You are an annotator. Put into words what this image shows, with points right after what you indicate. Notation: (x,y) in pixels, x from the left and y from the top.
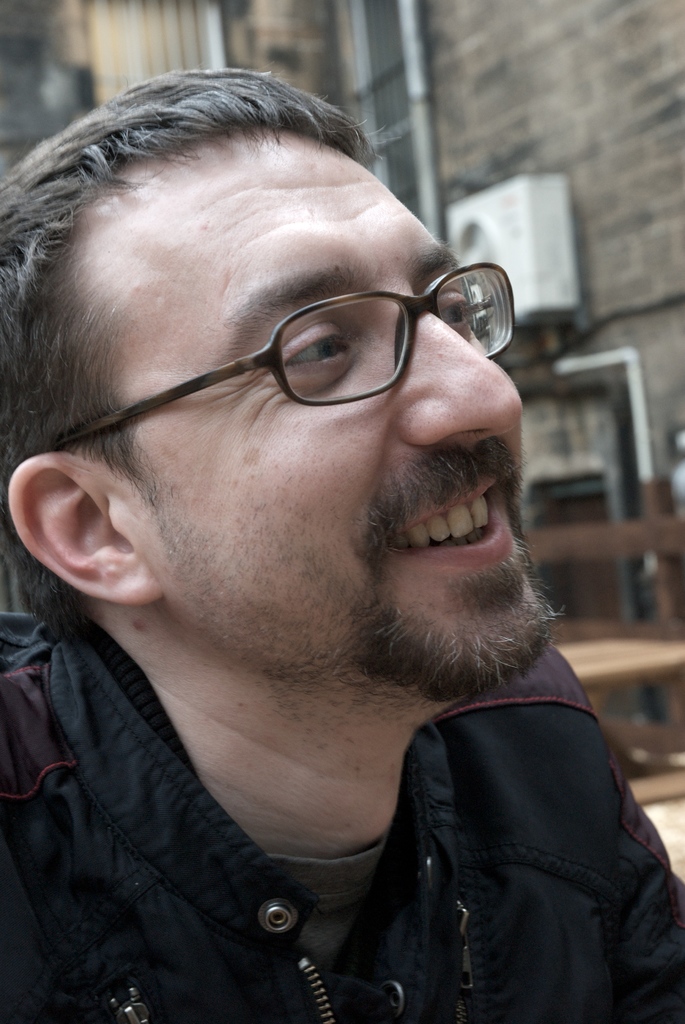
In this image I can see a person (147,819) wearing black colored dress (167,921) and spectacles (337,378) is smiling. In the background (595,376) I can see the building (577,115), few pipes (434,191) and a white colored object (466,202).
